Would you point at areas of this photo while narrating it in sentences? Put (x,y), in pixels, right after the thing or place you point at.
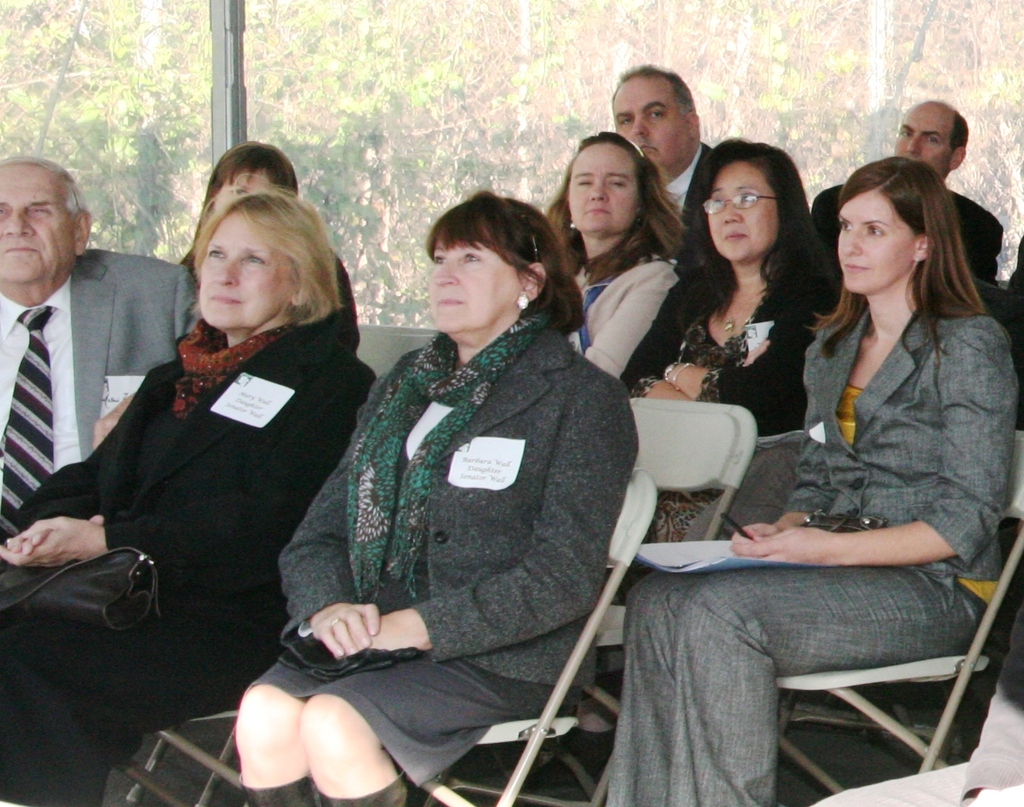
Here in this picture we can see a group of women and men (461,413) sitting on chairs (242,780) over there and behind them in the far we can see plants (312,186) and trees (158,136) present all over there and we can see name cards (229,395) on each of them.
